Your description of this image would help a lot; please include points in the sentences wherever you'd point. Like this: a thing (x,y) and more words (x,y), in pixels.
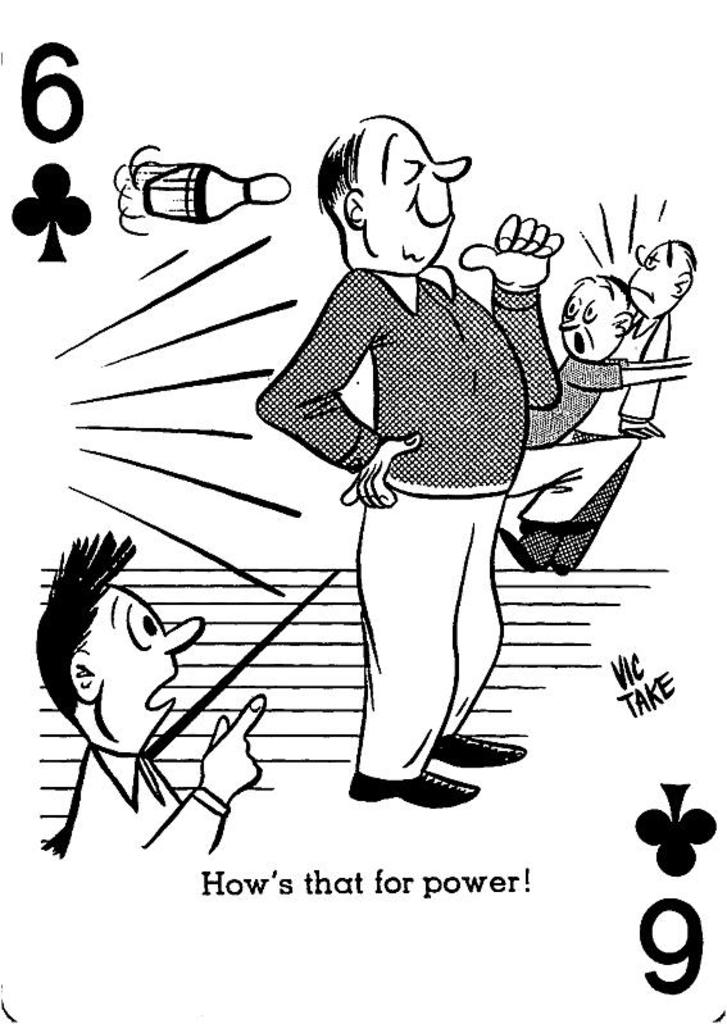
In the picture I can see cartoon image (352,453) of people (486,529) and something written on the image. This picture is black and white in color.
